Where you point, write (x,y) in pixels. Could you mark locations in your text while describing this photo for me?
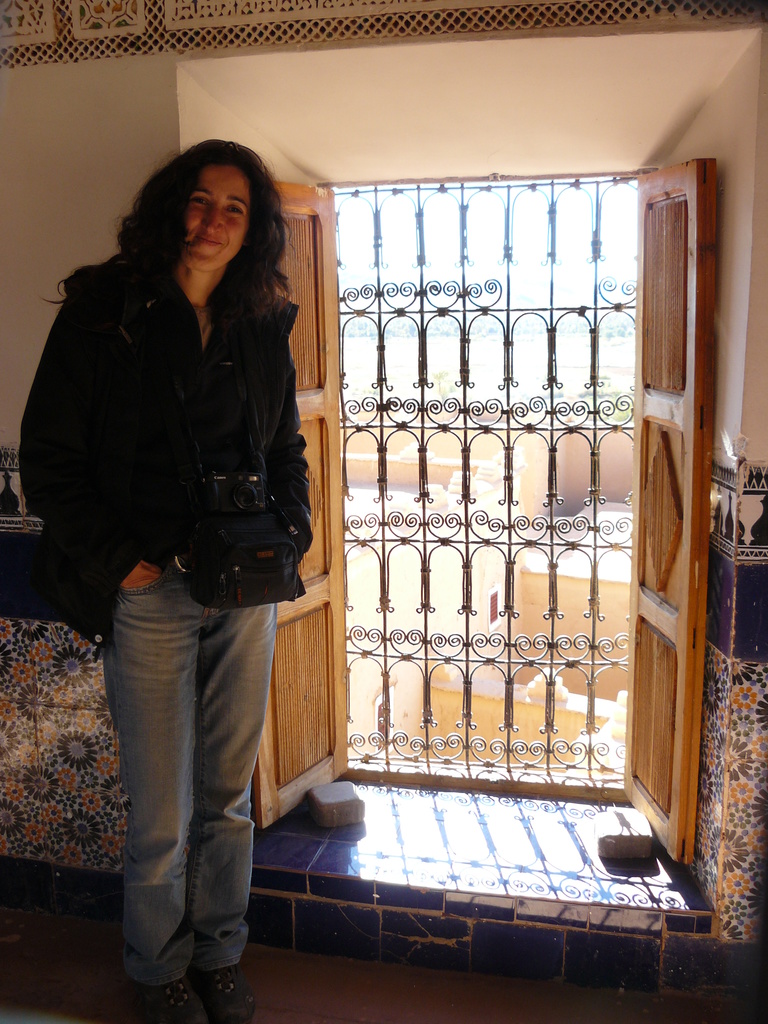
There is a woman (107,419) wearing camera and a bag (211,521) is standing and smiling. In the back (314,336) there are doors (654,584), door grill (510,506) and wall (149,129).
